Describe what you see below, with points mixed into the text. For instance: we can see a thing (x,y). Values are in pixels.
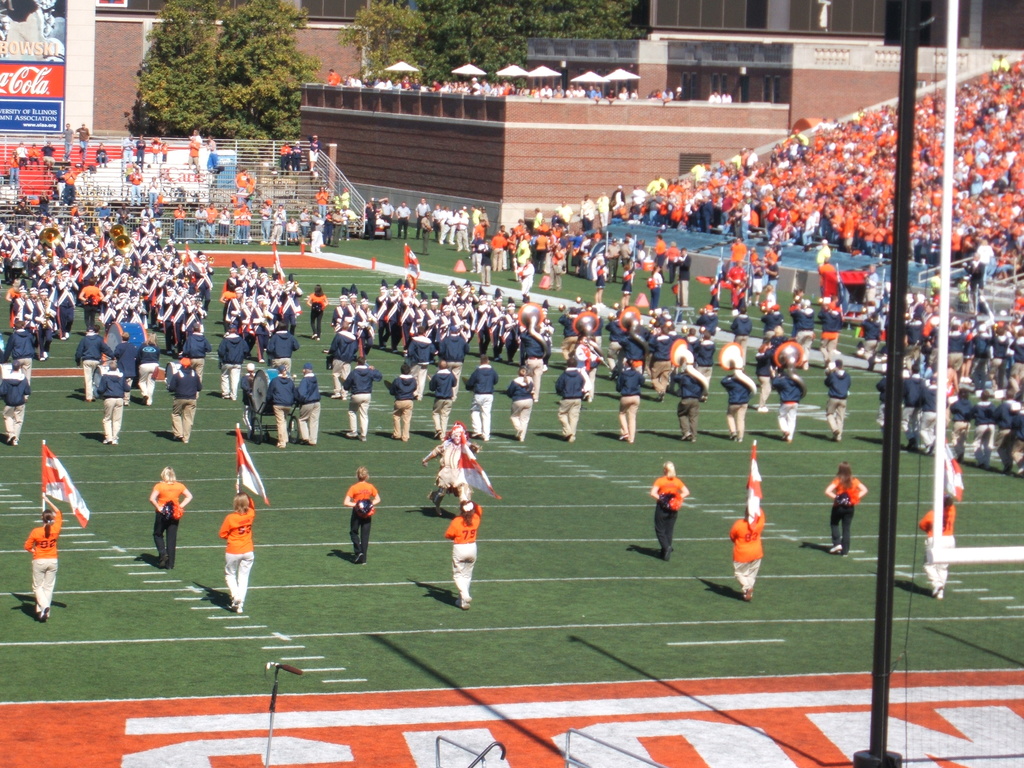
In this image there are people (191,308) and we can see flags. On the right (877,634) there is a pole (885,646). In the background (255,89) there are trees (255,89), buildings (312,14) and boards (14,57). There are tents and we can see railings (215,218).
